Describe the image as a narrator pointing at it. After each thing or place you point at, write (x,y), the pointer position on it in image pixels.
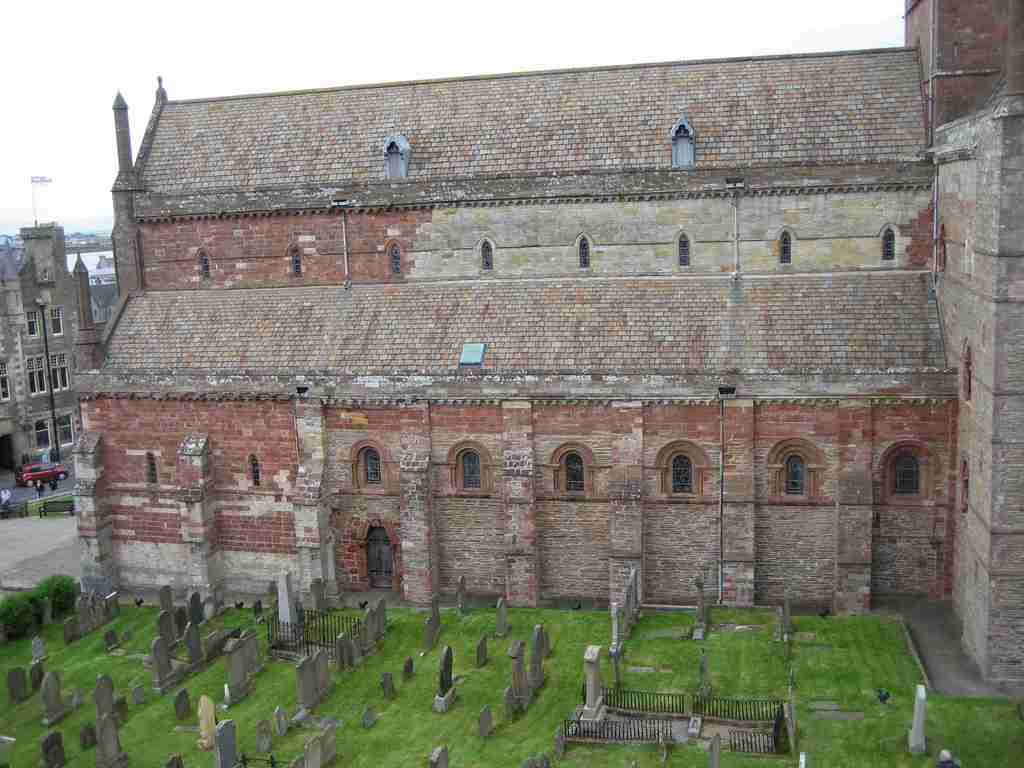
In the center of the image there is a building (730,598). At the bottom of the image (379,598) there is a graveyard (231,752). There is grass (475,711).
